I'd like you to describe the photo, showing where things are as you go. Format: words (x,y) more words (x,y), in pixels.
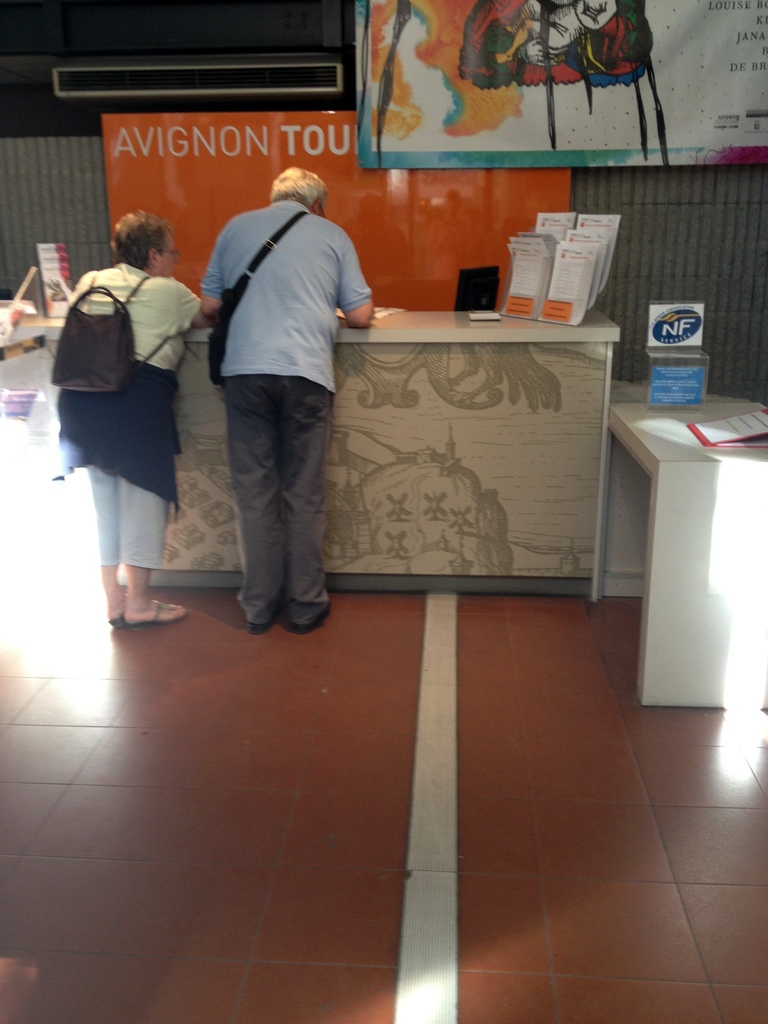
In this image I can see a woman (162,275) and a man (258,515) are standing facing towards back side. In front of them there is a table (510,331) on which few papers (549,267) are placed. On the right side (663,506) there is another small table (656,493) on which a glass object (698,395) and few papers (726,433) are placed. On the left side (25,365) there are few objects (6,319) on the table (6,460). In the background (109,178) there are two banners (423,129) on which I can see the text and some paintings (424,53) and also there is a screen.
